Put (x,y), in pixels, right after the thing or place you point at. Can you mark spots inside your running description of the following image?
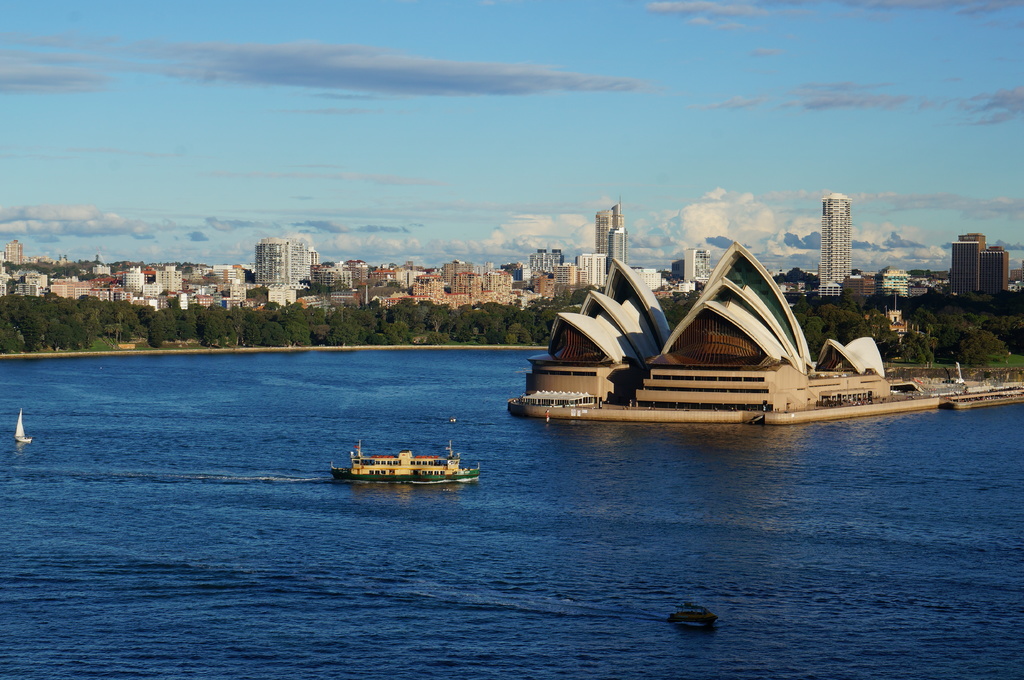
This picture shows building (553,377) in the water (575,440) and we see a ship (424,462) and couple of boats (692,612) in the water (781,474) and we see trees (416,313) and buildings (264,282) and a blue cloudy Sky (594,205).
